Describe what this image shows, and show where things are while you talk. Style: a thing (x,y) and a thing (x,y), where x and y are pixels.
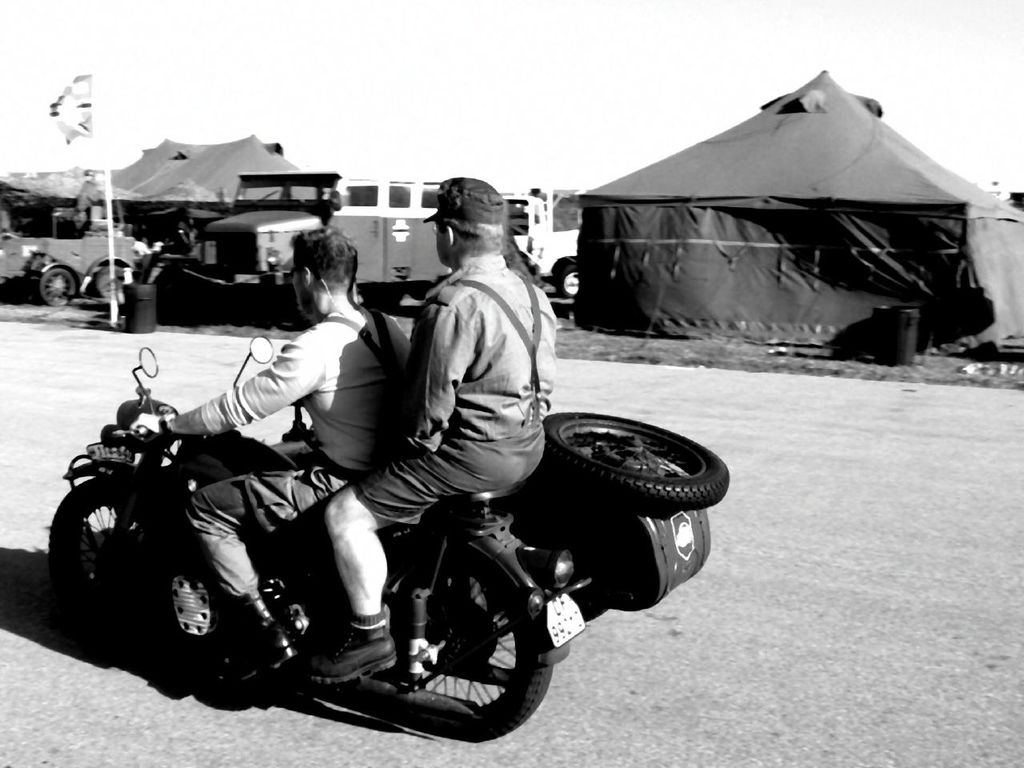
This is a picture where two people (382,339) riding a vehicle (139,464) and has a tube (635,494) on the vehicle (639,507) and there is a flag (70,114) and some tents (691,185) and vehicles (71,214) around them.
